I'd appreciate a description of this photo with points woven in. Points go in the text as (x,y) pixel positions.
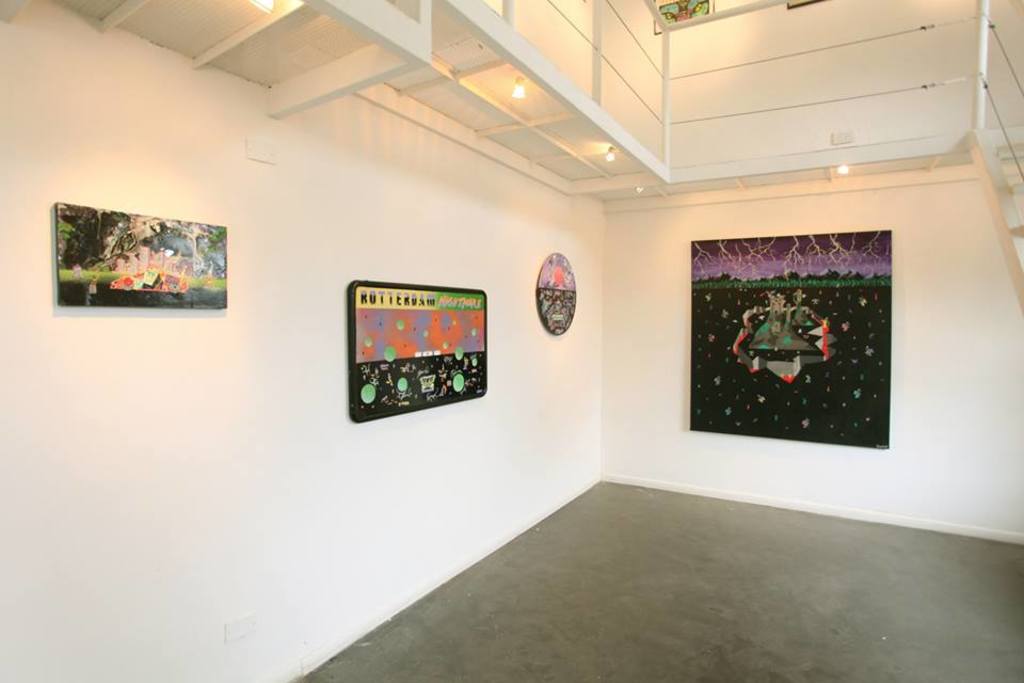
In this picture I can see frames (96,242) attached to the wall (185,430), and there are lights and stairs (1001,173).
